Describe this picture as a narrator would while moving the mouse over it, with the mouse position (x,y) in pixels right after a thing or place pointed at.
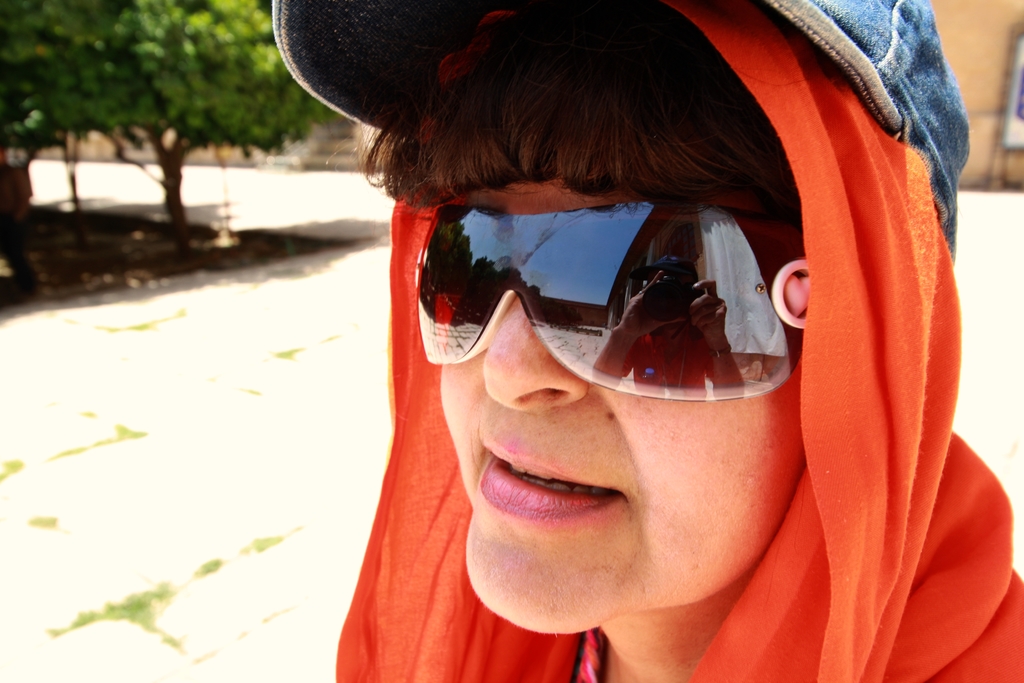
In this picture there is a woman (818,472) wearing cap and goggles (664,295) and there are few trees (115,68) in the left corner (105,67) and there are some other objects (999,137) in the background (1011,146).
